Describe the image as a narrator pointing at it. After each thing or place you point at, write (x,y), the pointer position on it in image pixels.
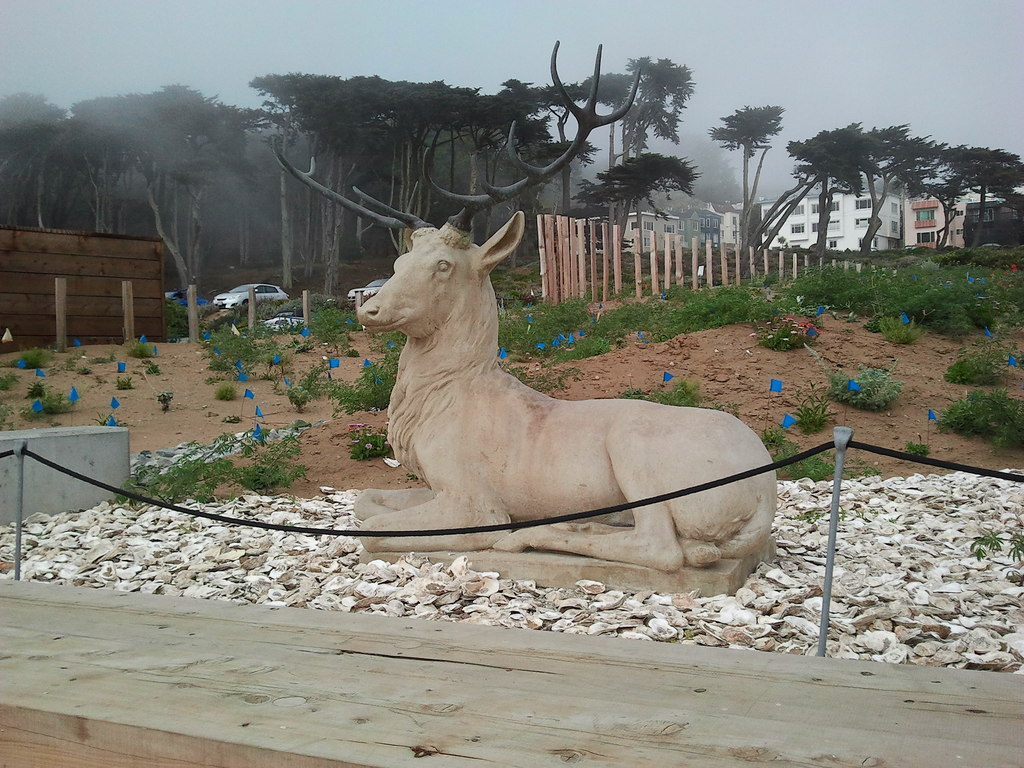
In the center of the image (550,484) there is a sculpture (440,514). At the bottom (266,583) we can see a walkway (579,724) and rocks (442,598). In the background (243,293) there is a car (226,302), trees (238,132), fence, buildings (792,241) and sky (715,108).
